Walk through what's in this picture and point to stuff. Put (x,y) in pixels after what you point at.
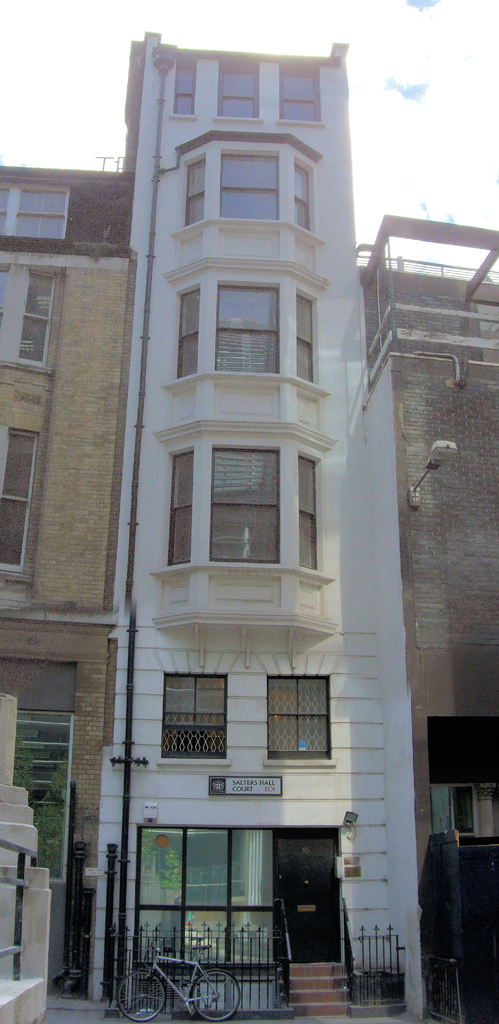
In the center of the image (241,406) there is a building (241,437). At the bottom (220,1014) we can see a bicycle (173,992) and a fence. There are stairs (338,980). In the background (397,149) there is sky (61,112).
